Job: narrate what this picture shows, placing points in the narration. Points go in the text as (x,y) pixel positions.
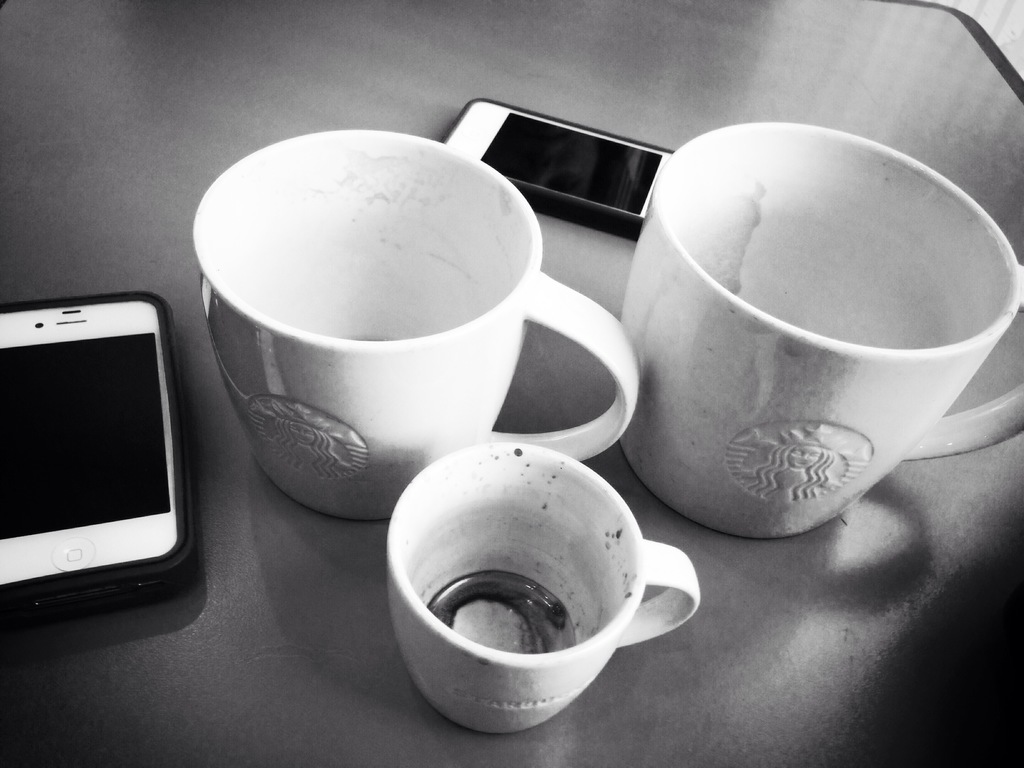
In this picture there are three cups (443,359) and two mobile phones (562,154).
